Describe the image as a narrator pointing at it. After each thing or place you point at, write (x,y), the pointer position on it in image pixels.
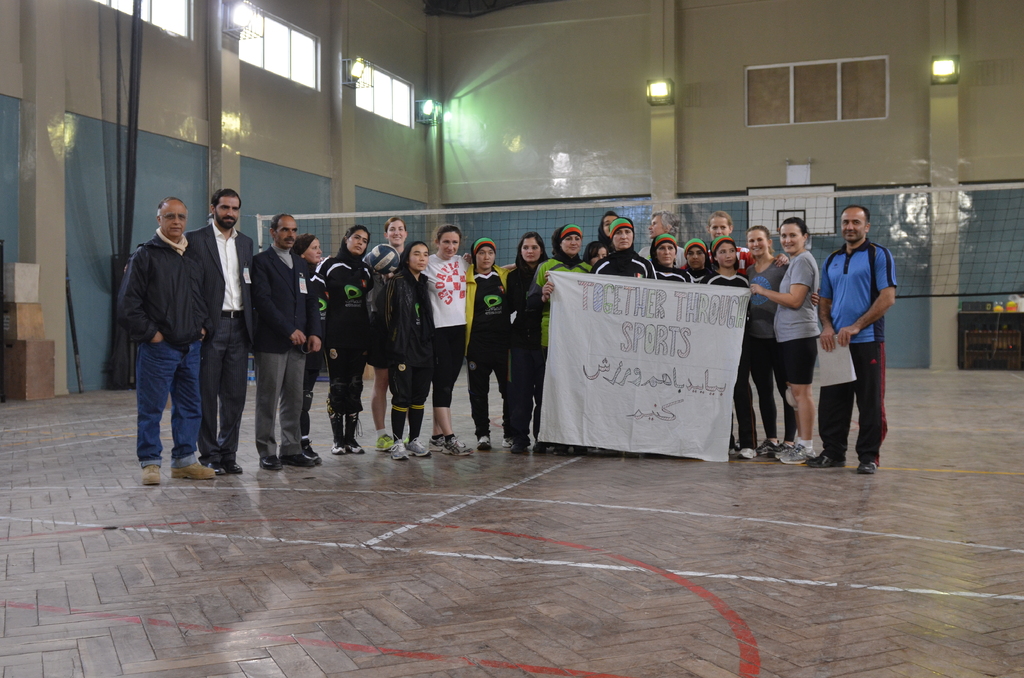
Here we can see group of people (475,416) posing to a camera and they are holding a banner (619,393) with their hands (548,282). In the background (92,237) we can see lights (670,88), mesh (940,236), windows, and wall (724,125).
